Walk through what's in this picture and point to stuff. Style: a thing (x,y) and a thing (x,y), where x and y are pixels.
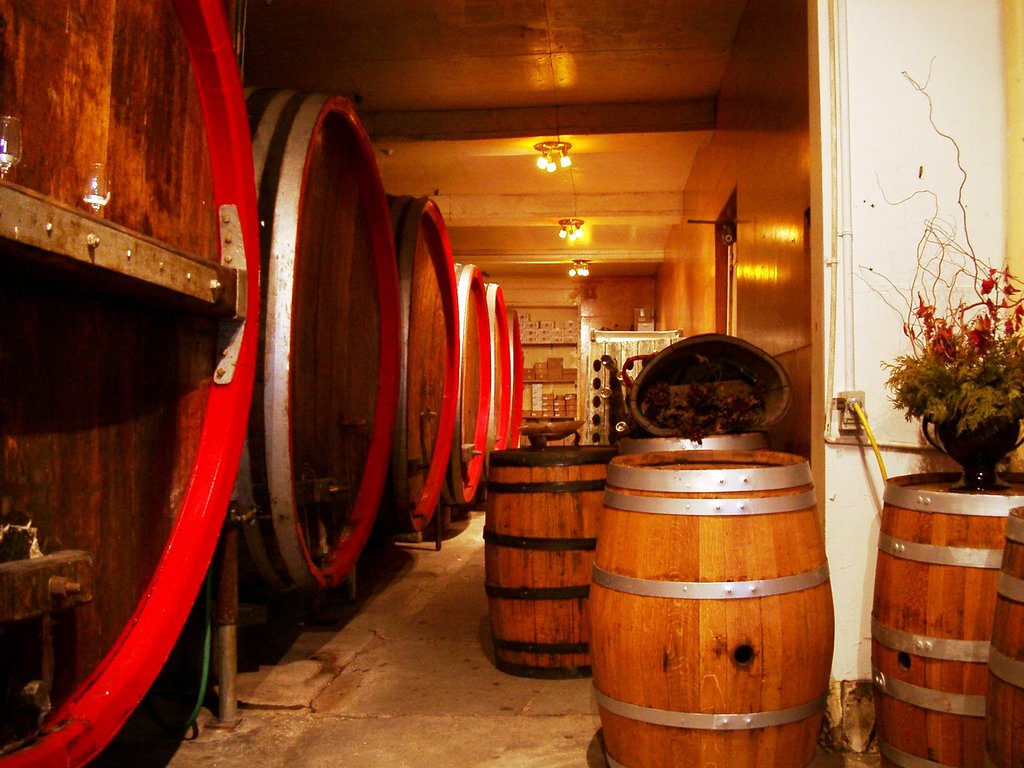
In this picture I can see few barrels (591,520) and I can see a plant (965,411) on the barrel (945,479) and few lights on the ceiling (574,211).
